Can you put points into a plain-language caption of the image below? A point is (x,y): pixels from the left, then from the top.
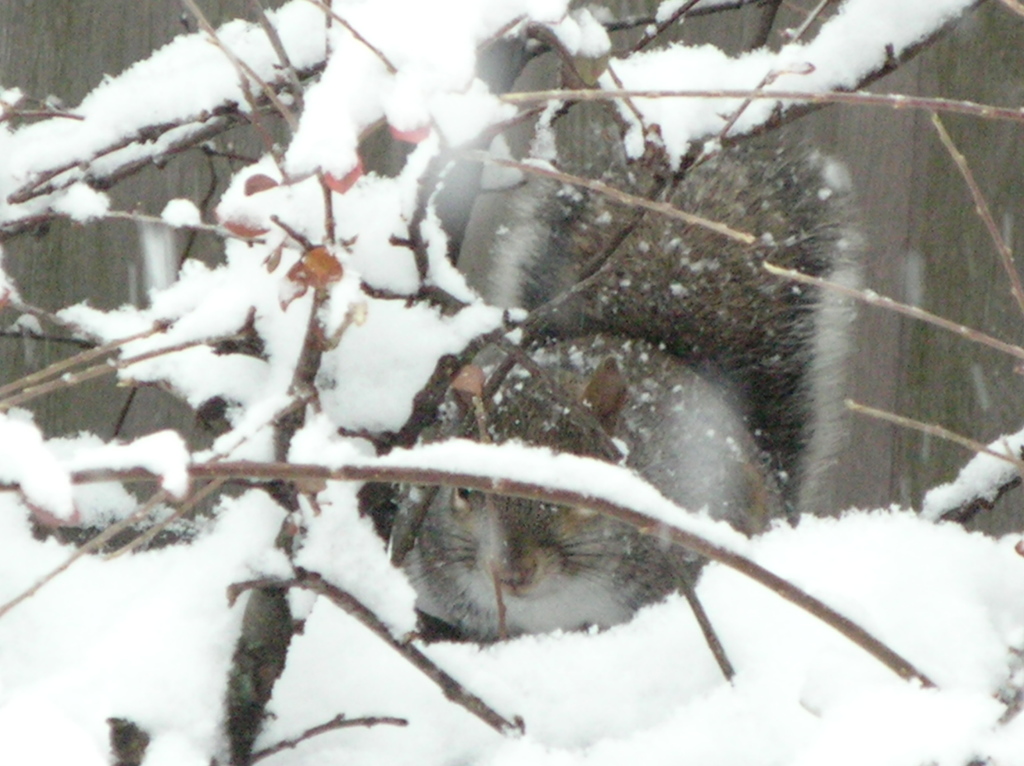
In this image I see an animal (561,361) over here and I see the stems (141,161) and I see the white snow (485,657).
